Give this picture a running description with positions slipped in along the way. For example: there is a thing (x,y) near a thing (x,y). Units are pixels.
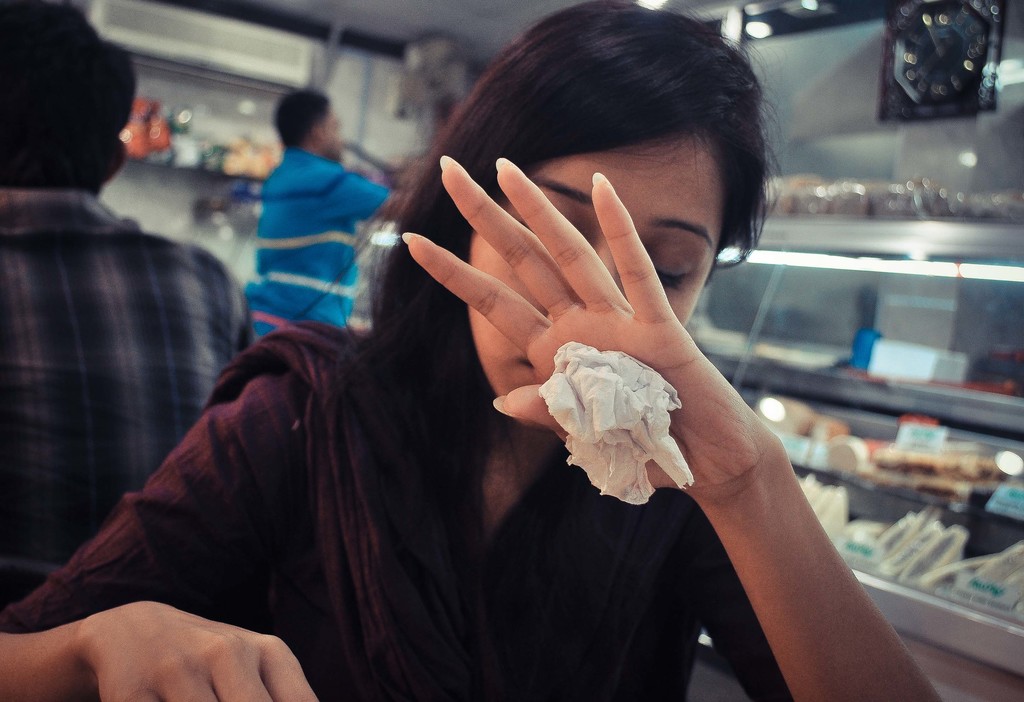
This image consists of a girl (572,601). She is holding a tissue (634,421). On the right (973,590), there are many food items (981,567). It looks like a bakery (848,426). In the background (274,205), there are two men (307,178) standing.
